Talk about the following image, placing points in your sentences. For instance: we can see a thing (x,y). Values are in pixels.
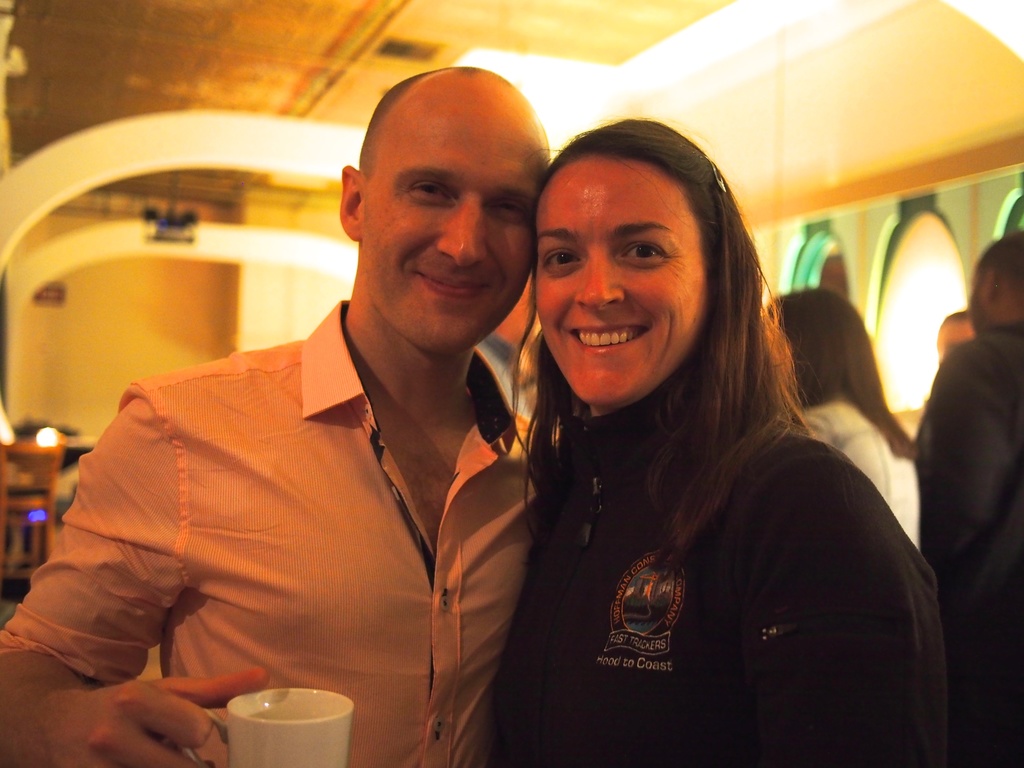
In this picture we can see group of people (541,499), in the middle of the given image a man (391,313) and a woman (640,271) is smiling, a man (376,459) is holding a cup (274,703) in his hand (193,706).
